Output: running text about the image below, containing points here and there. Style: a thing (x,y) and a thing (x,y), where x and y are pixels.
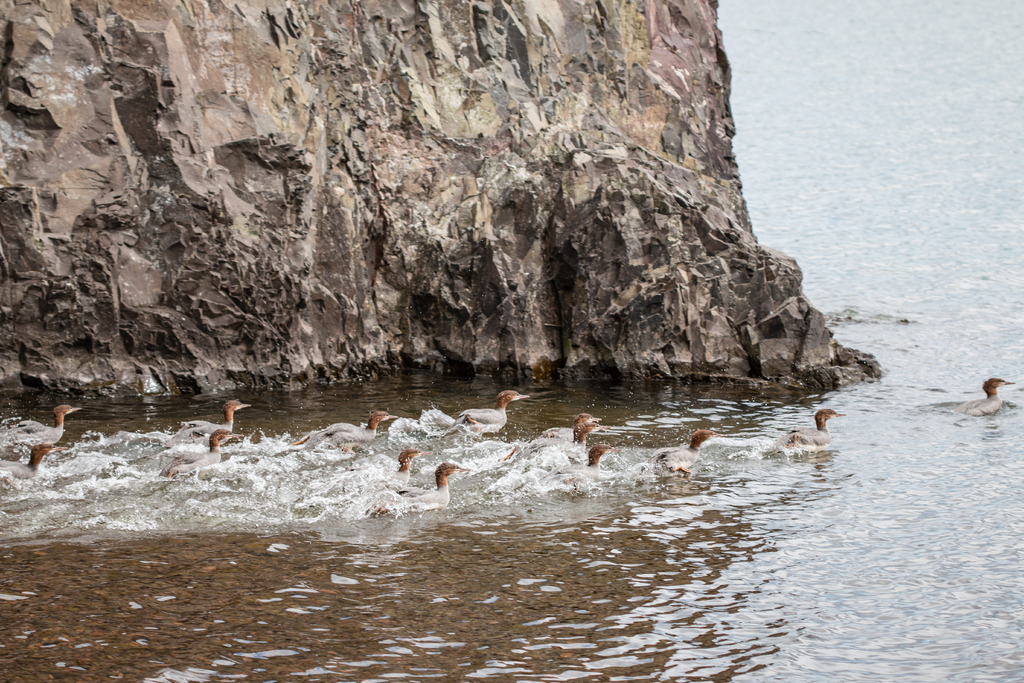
In this picture we can see few birds (791,441) and a rock (702,311) in the water (726,500).
